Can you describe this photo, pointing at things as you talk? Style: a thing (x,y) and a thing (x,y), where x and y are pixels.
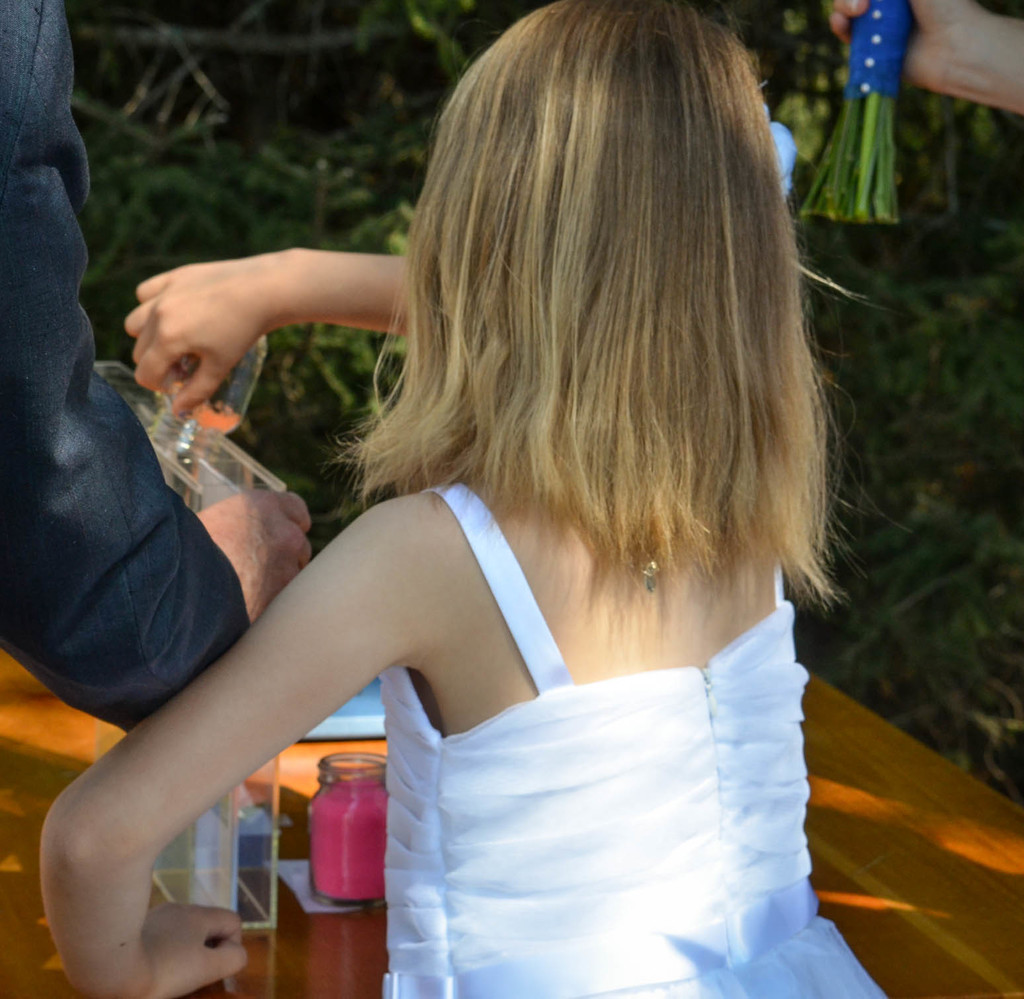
Here in the middle (630,415) we can see a child (494,646) in a white colored dress (426,927) standing over there and in front of her we can see a table (296,828) present, on which we can see some color bottles (341,785) present over there and beside her on either side we can see some people (6,359) standing over there and in front her we can see plants (755,17) present over there.
